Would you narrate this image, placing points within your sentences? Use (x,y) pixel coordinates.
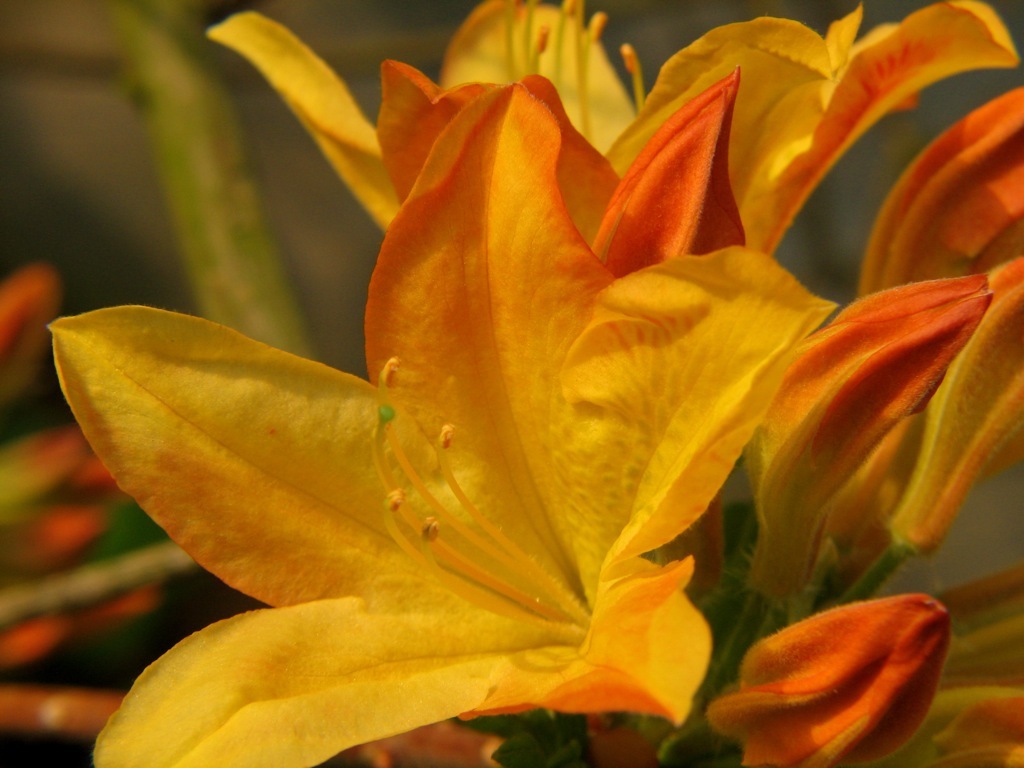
In this picture we can see flowers (414,285) and in the background (318,182) it is blurry.
